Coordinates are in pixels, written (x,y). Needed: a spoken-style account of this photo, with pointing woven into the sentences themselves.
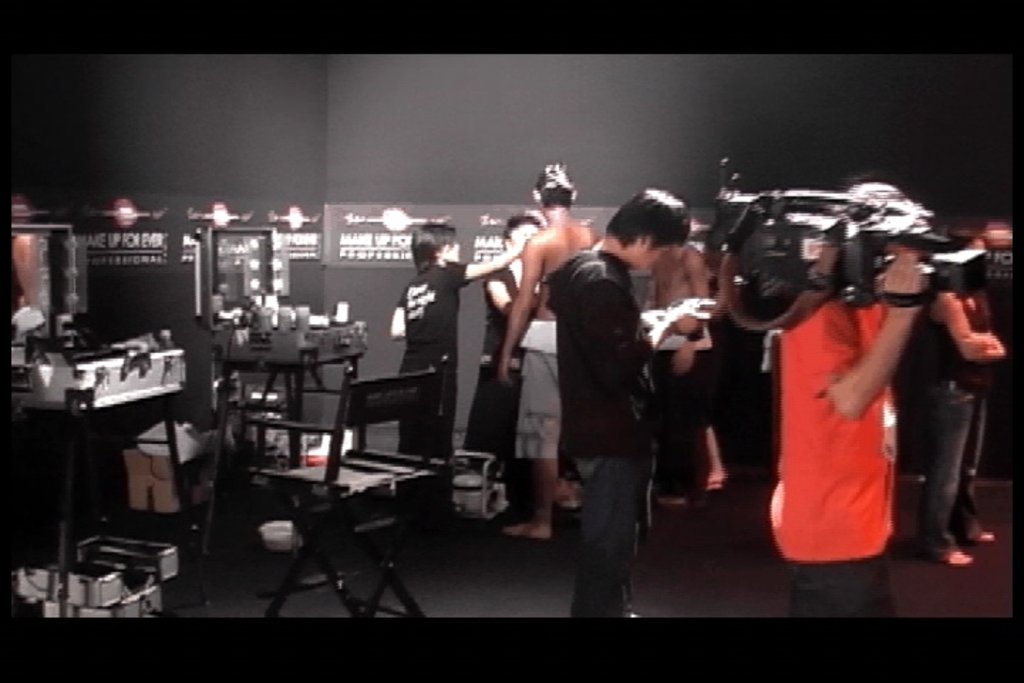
In this picture there is a person (829,422) wearing orange T-shirt (831,455) is standing and holding a camera (826,235) in the right corner (783,265) and there are few persons (673,278) beside him and there are two stands (77,429) which has two suit cases (143,354) placed on it which has a mirror (45,303) and some other objects (253,310) in it and there is a chair (337,462) in front of it and there is something written on the wall (353,211) in the background (360,224).
